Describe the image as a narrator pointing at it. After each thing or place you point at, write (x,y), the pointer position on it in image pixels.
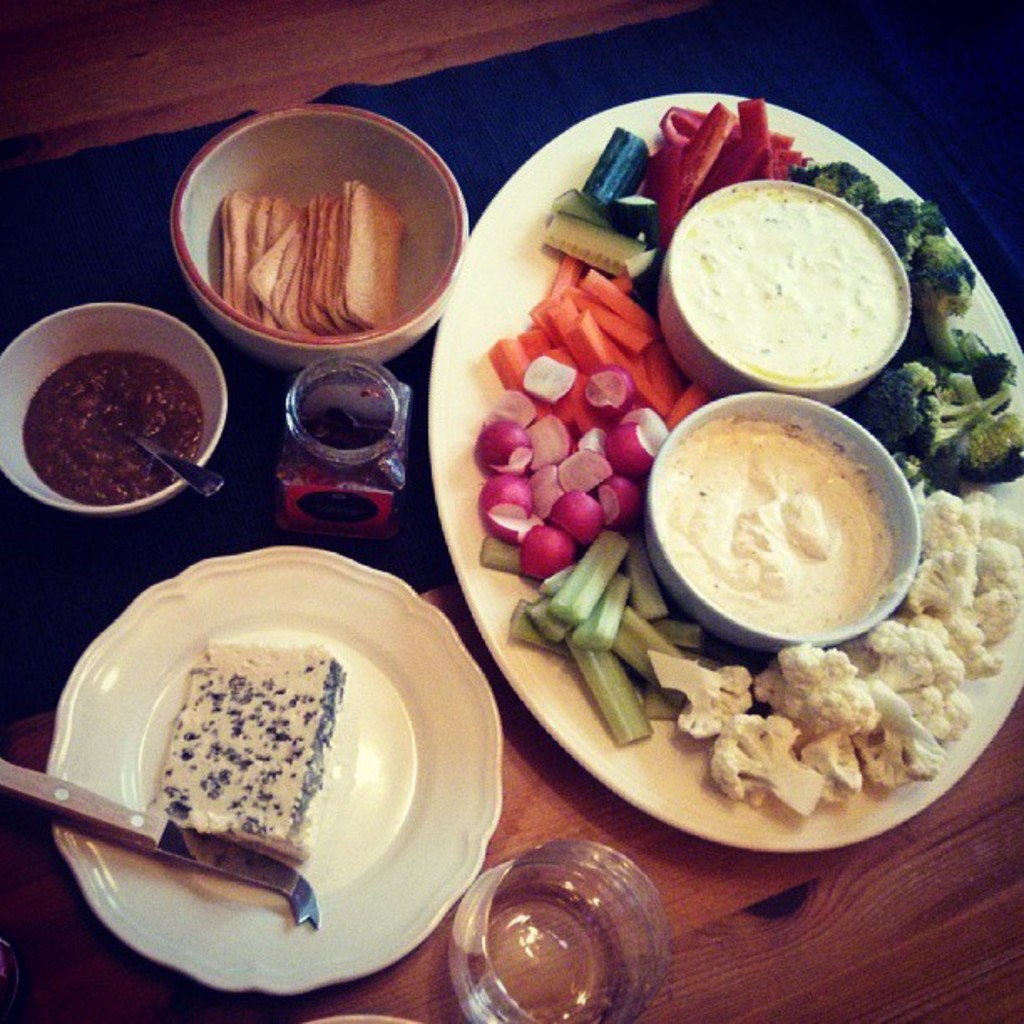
In this image I can see the plate (499,583). In the plate (681,763) I can see the vegetables (585,459) which are colorful and there are two bowls (766,424) with food (756,497) in the plate (513,586). To the side of the plate (497,598) I can see the jar (336,480), glass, an another plate (355,754) with food (269,750) and the two bowls (190,368). I can see the spoon (199,489) in one of the bowl (124,444) and there is a knife (141,847) on the plate (374,896). These are on the brown and blue color surface (411,431).
